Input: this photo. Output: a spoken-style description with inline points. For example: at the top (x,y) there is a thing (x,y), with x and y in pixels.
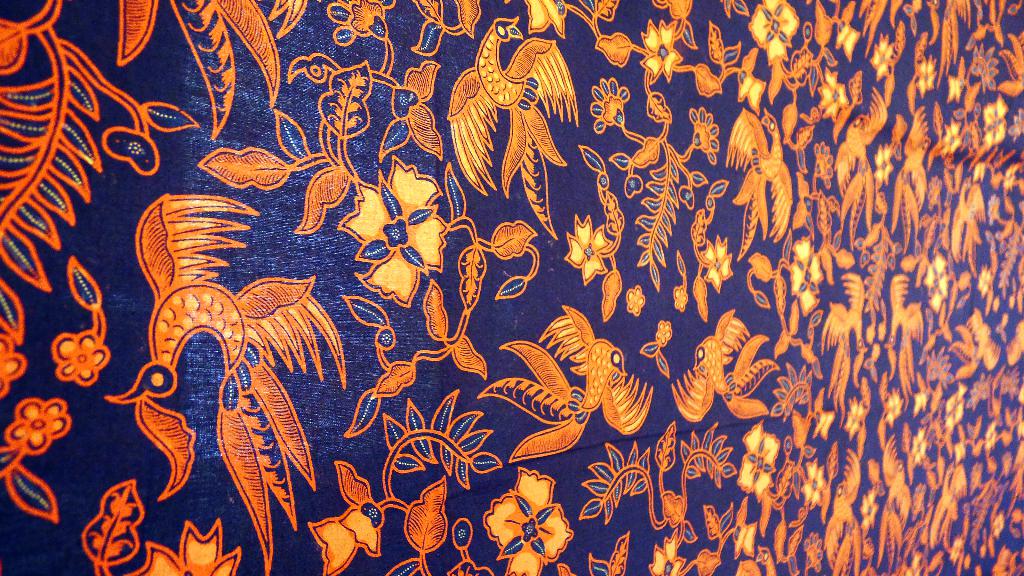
Here we can see an orange design (32,219) on this blue surface (625,267).
